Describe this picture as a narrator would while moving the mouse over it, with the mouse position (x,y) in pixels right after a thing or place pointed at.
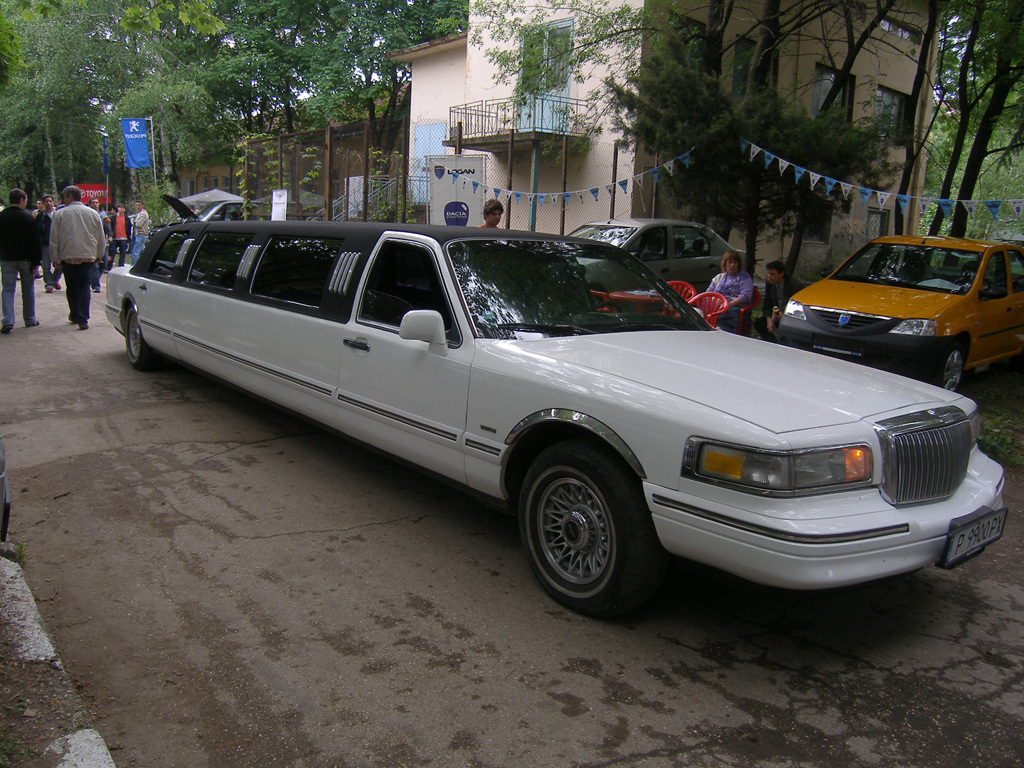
In this image there are cars (623,442) on a road (410,657), in the background (603,100) there is a house (603,100), trees (977,49) and people (98,265) and a woman (727,288) sitting on a chair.
